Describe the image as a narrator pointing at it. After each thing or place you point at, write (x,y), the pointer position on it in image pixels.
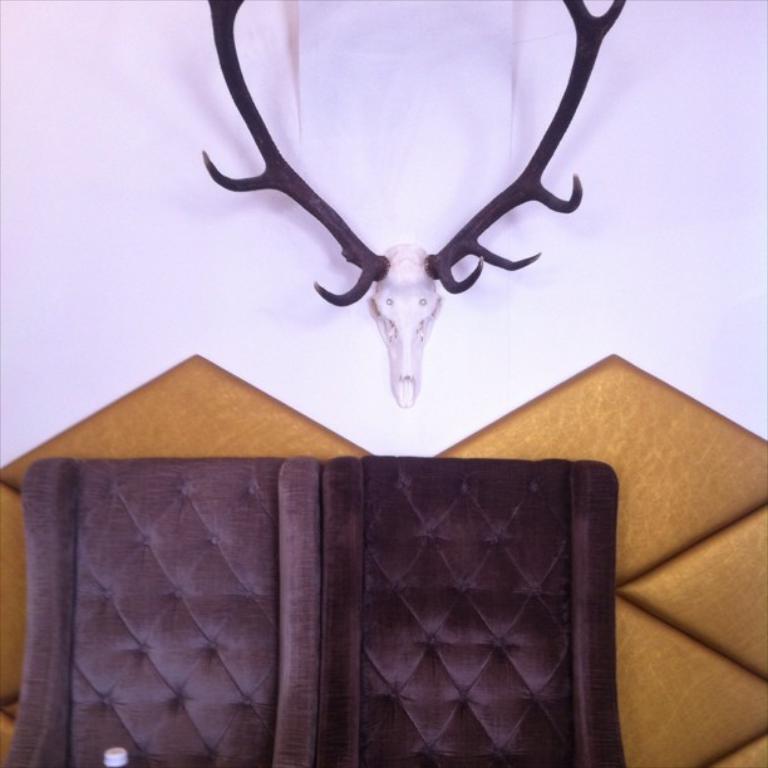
In this picture we can see 2 brown chairs (286,528). In the background (667,63), we can see a deer head (222,37) mounted on a wall (426,417).
